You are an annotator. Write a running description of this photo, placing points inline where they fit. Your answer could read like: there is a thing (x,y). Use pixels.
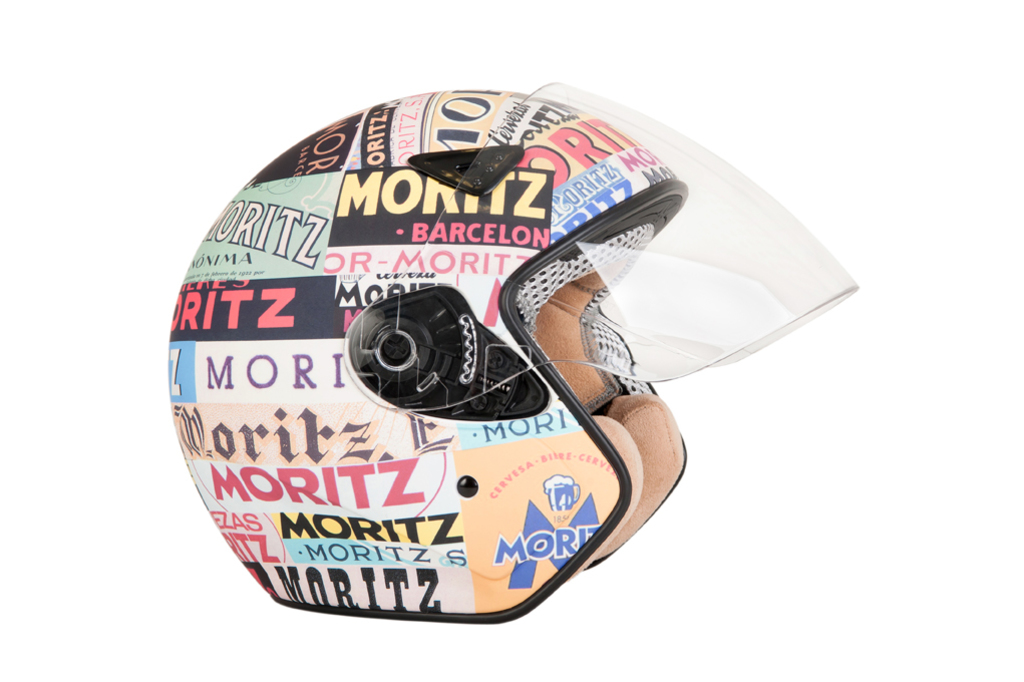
In this picture we can see a helmet (308,283).
